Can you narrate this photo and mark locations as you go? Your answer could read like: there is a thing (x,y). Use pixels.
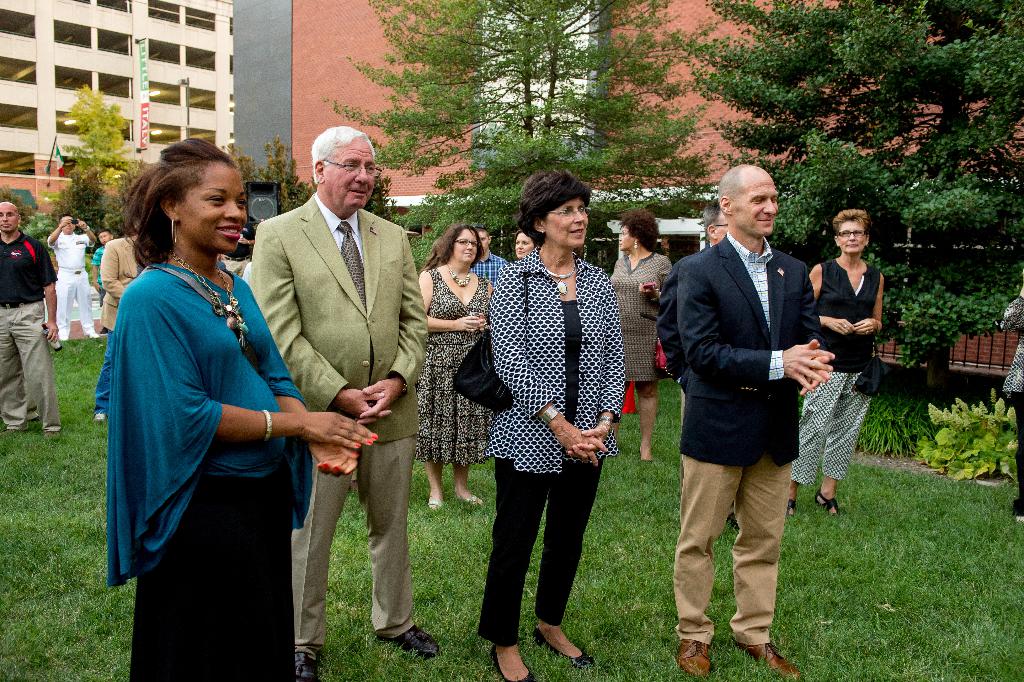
In this image we can see group of people (241,399) standing on the ground (943,645). One woman (171,353) is wearing a blue dress (171,370). One person (722,310) is wearing a blue coat (746,344). A woman (573,251) with spectacle (573,215) is wearing a bag (475,367). In the background (84,243) we can see a person (70,247) holding a mobile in his hand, speaker (269,204), group of trees (671,202), buildings (692,199) and a fence (974,355).
